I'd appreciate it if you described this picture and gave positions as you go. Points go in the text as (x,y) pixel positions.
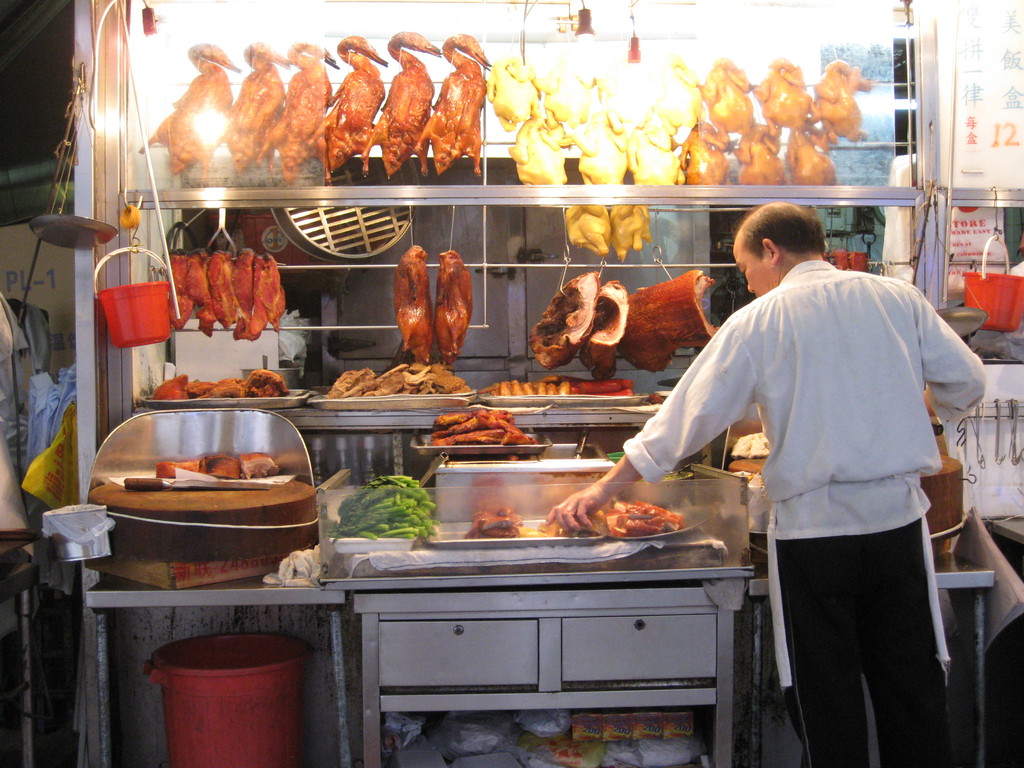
Here we can see a person (782,516) holding food (611,507). There is a bin (218,663). Here we can see rack (472,410), meat (356,382), buckets (116,317), and knife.
